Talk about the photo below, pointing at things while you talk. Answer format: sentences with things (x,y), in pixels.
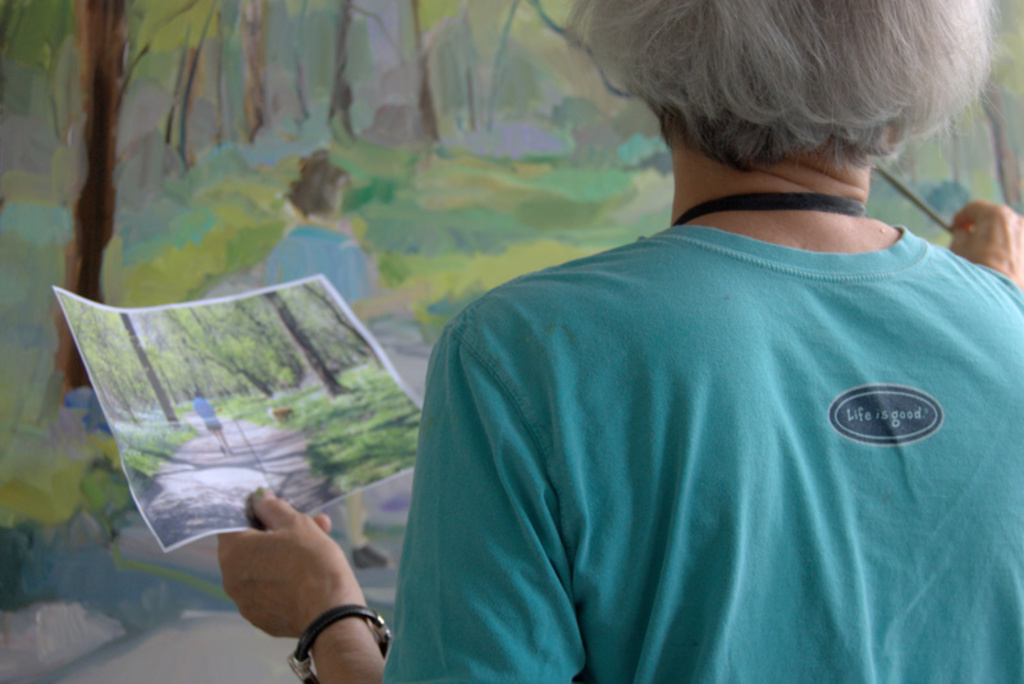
In this image I can see a person (712,432) wearing blue colored t shirt (735,474) is holding a paper (282,410) in hand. I can see a painting (389,159) in the background (380,167).
